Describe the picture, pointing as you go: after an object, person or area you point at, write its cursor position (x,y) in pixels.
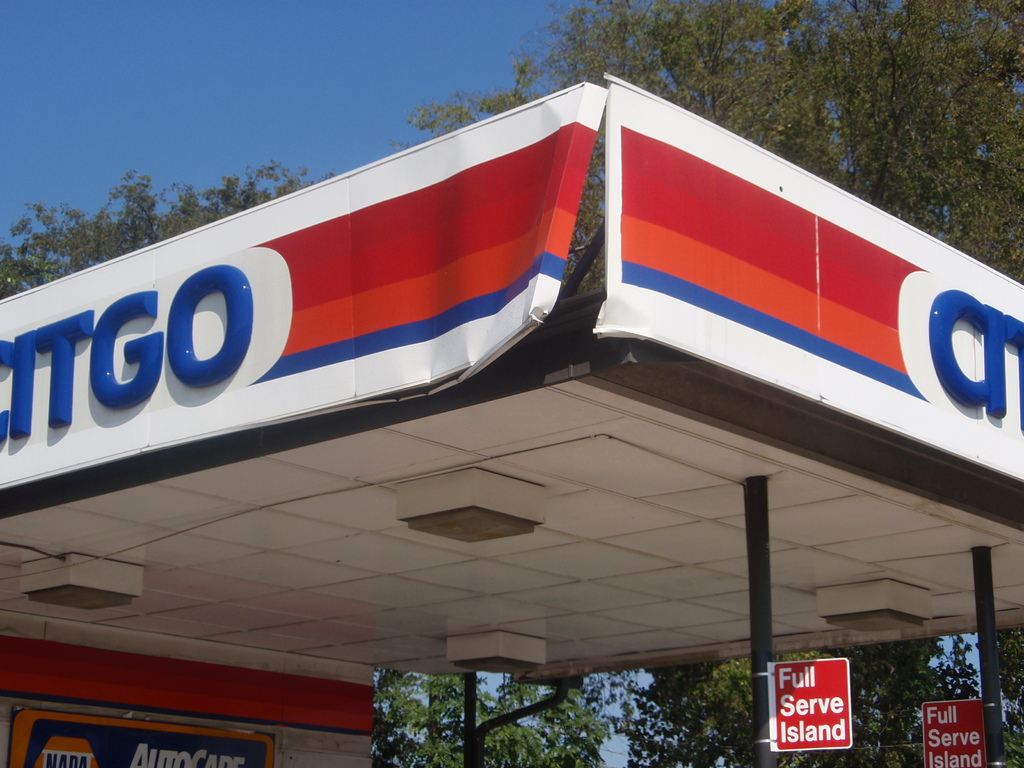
In this image I can see a shade (521,439) and in the background (863,144) I can see few trees (964,59) and the sky (159,120). I can also see few red colour boards (816,697) on the right side (797,734) and on these boards (963,731) I can see something is written. On the right side (943,319), on the left side (138,296) and in the bottom (91,725) I can see something is written.
